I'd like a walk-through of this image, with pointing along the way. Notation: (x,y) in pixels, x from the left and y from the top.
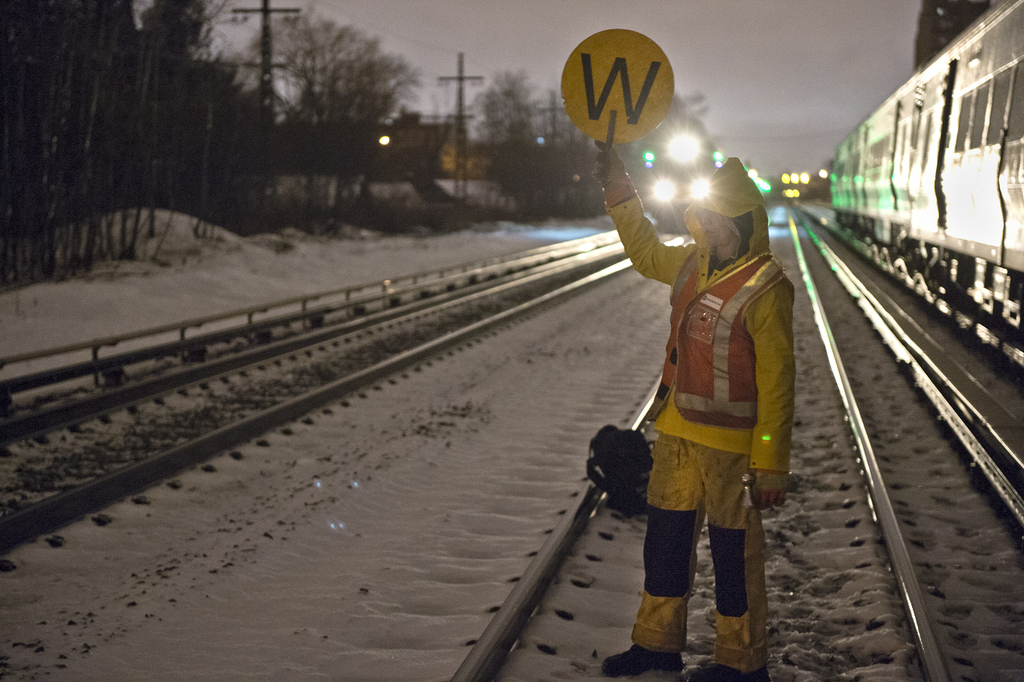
In this image there is a person (608,200) standing and holding a board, and there are trains (999,184) on the railway tracks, snow (577,228), trees (593,156), poles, buildings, sky (658,12).
